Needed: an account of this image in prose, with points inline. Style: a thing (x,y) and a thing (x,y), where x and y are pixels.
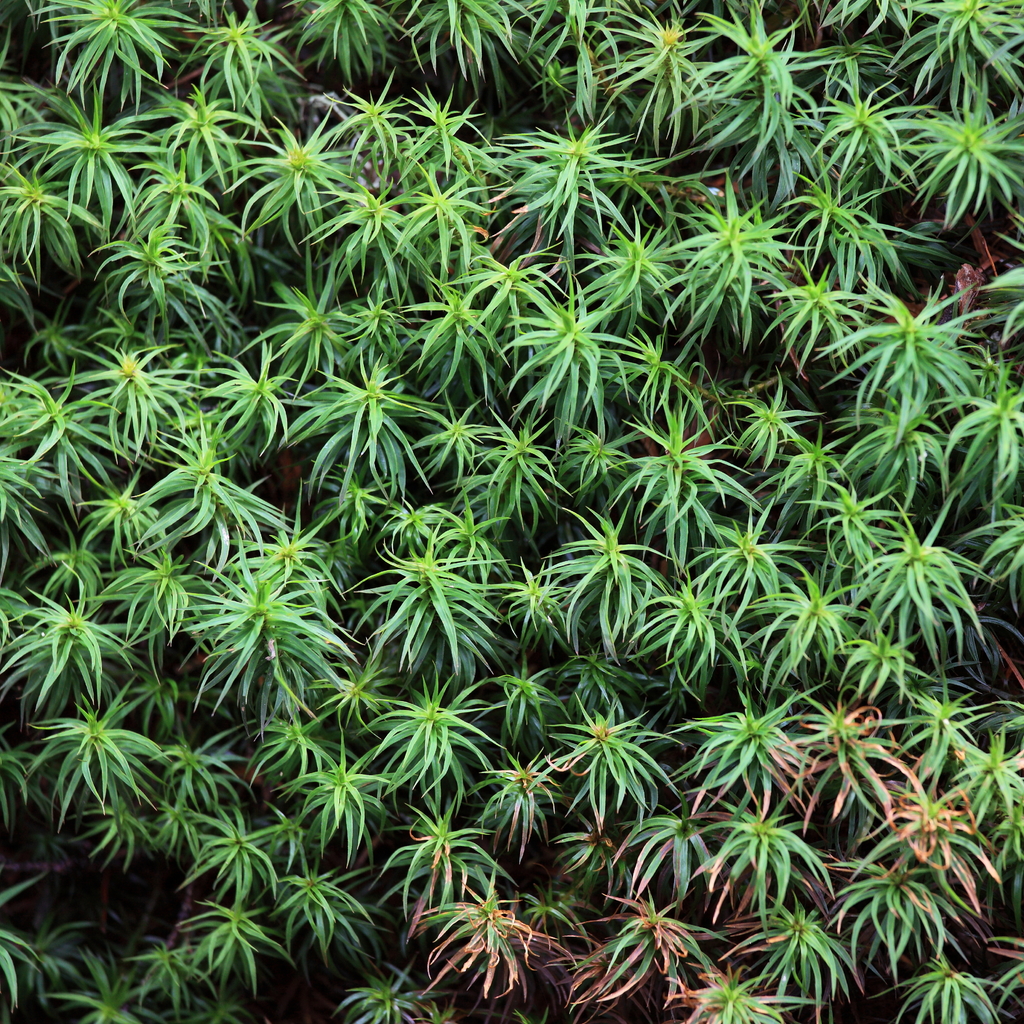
In this image we can see plants (484,410).
